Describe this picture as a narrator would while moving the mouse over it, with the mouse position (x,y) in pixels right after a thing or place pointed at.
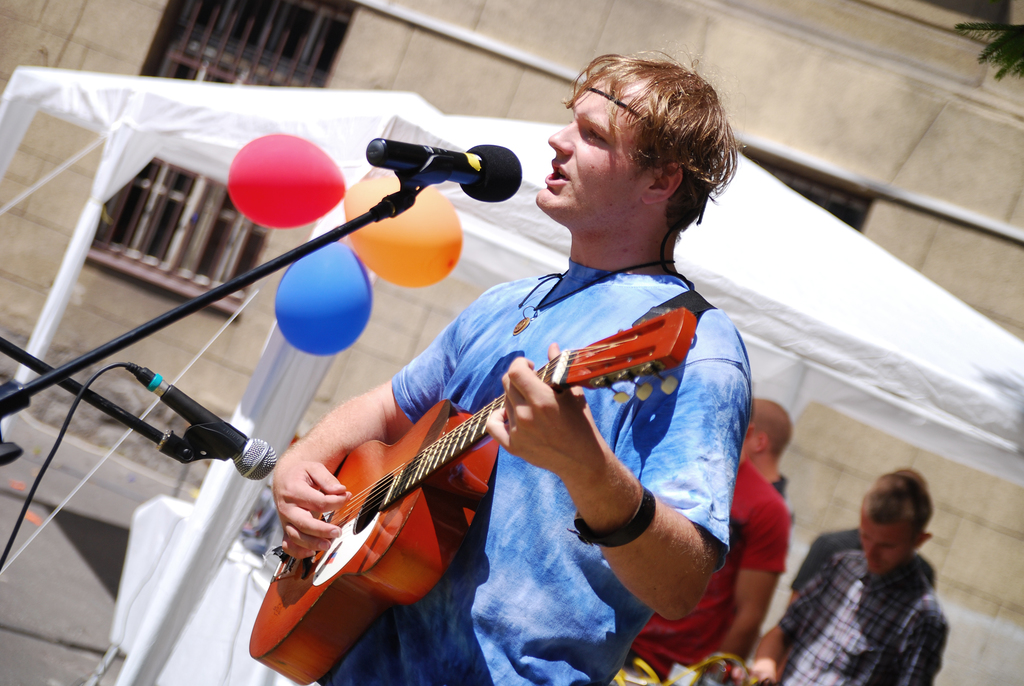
This picture shows a man (529,348) playing a guitar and singing with the help of a microphone (446,182) and we see few balloons (307,179) and a tent (66,80) and few people (698,643) standing on the back (759,402).
